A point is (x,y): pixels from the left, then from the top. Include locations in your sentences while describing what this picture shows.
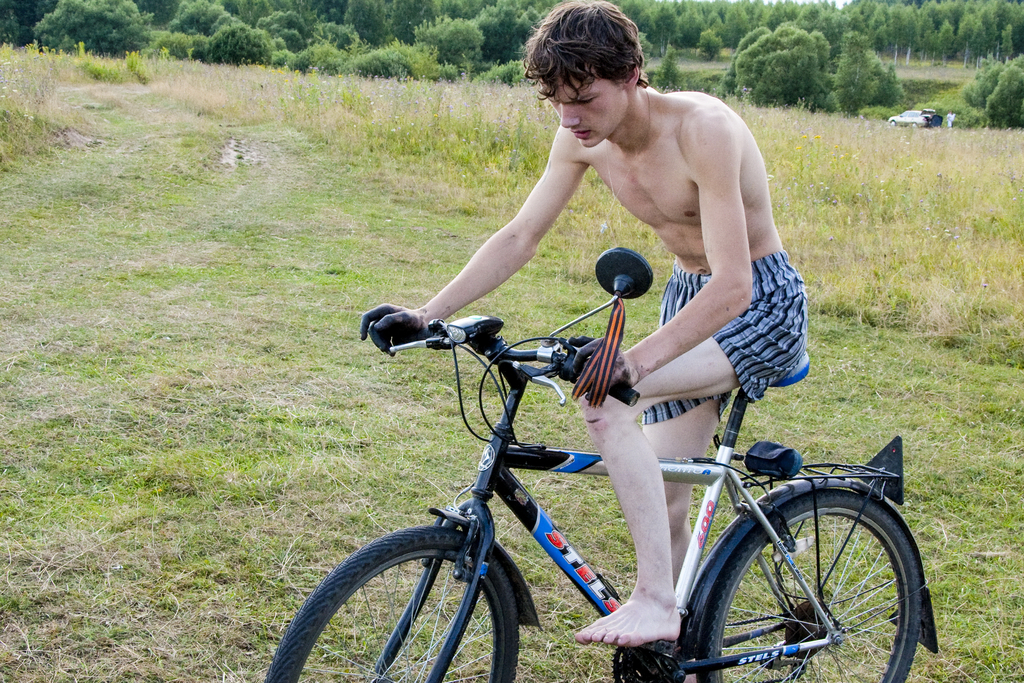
In this picture we can see a man (651,346) riding a bicycle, this man (678,321) wore a short (754,328), in the background (448,38) we can see trees (432,32), in the bottom (412,477) we can see some grass (509,137), on the right side of the picture (890,123) there is a car (916,119).
